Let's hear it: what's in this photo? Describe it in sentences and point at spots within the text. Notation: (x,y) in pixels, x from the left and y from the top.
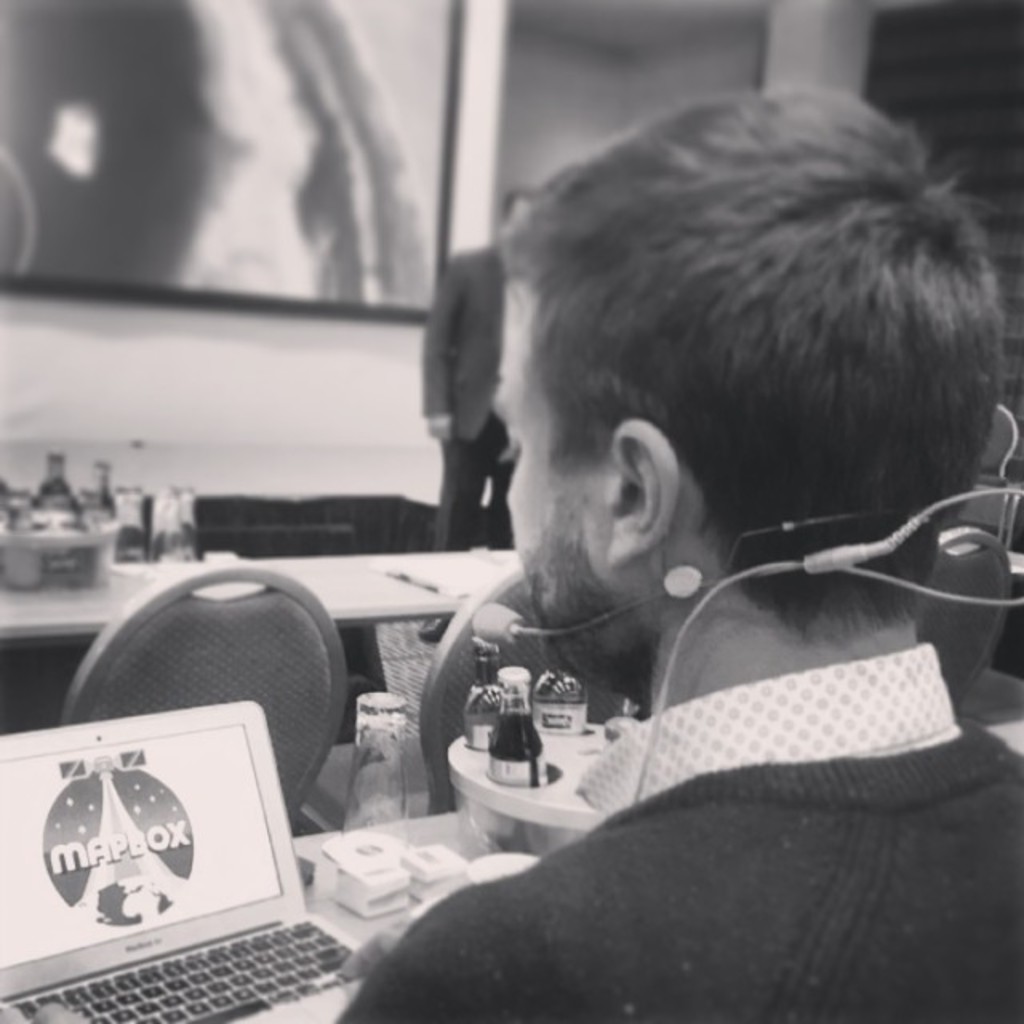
In this image I can see a man (577,844) in the front (821,547) and near his mouth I can see a mic (509,619). In the front of him I can see few tables (230,566), few chairs (225,700) and on these tables (313,561) I can see number of bottles (536,783), a laptop (59,735) and few other things (397,717). In the background (463,334) I can see one person (440,301) is standing and on the top left side of this image (103,286) I can see a frame (308,93) on the wall (41,458).
